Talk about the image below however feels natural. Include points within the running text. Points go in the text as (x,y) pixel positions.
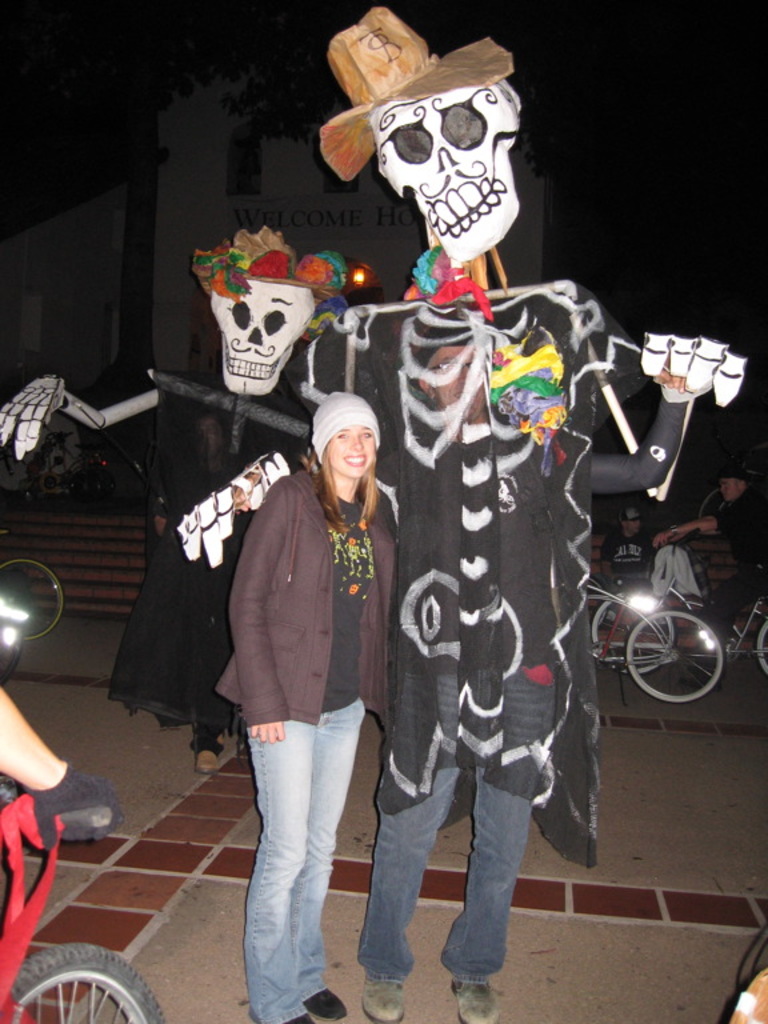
In the image there is a lady (291,566) standing and smiling. Beside her there is a person (484,510) with costume (479,555) is standing. Behind them there is another person (161,488) with costume (152,643). On the left corner of the image (51,780) there is a person hand (54,812) holding a handle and also there is a wheel (124,987). In the background (643,564) there are two men (641,549) and also there are cycles (670,614). There are steps (89,599) and behind them there is a building (212,157) with walls (305,206) and something written on it. In the background (146,69) there are leaves (152,90).
